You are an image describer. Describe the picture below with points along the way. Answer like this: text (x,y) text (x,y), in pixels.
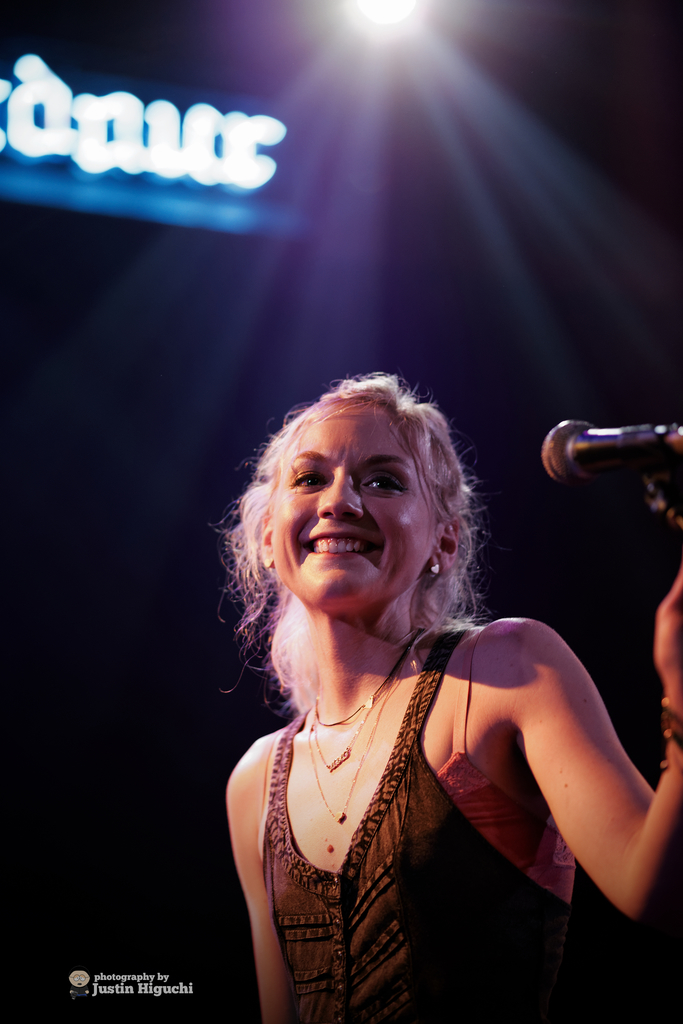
In this image I can see a woman (476,768) wearing brown colored dress (380,880) and a microphone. I can see a light (395,36) and the black colored background (581,329).
